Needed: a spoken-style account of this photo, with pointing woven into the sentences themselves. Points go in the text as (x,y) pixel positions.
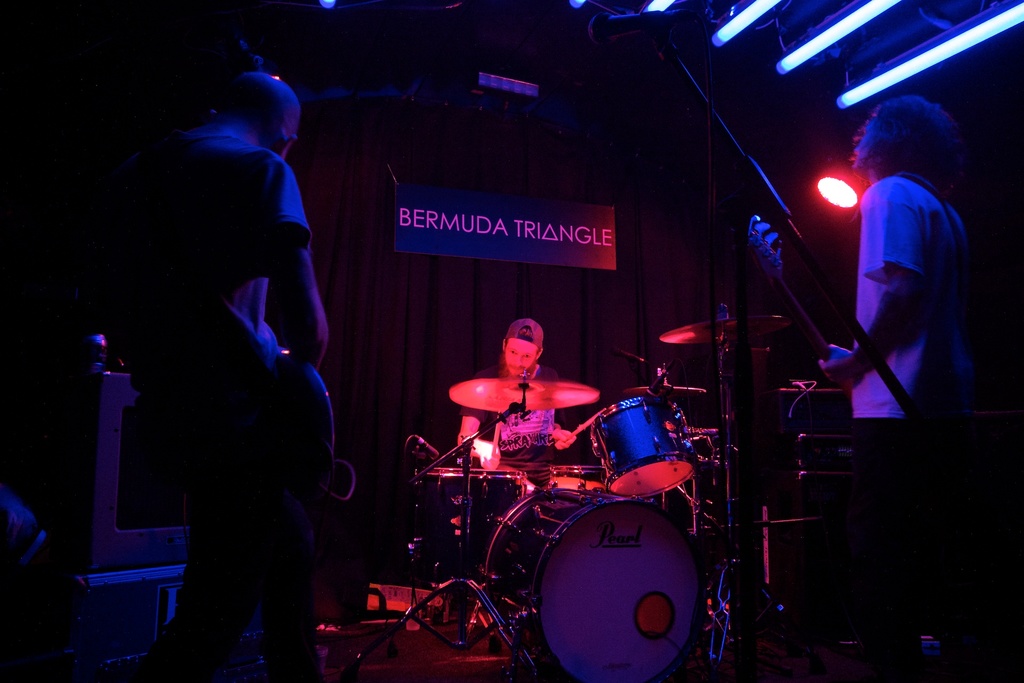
In this picture there are people (892,174) playing musical instruments (477,475) and we can see microphones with stands (742,362), devices (792,548), board (471,206), lights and curtains (701,287). In the background of the image (775,25) it is dark.
